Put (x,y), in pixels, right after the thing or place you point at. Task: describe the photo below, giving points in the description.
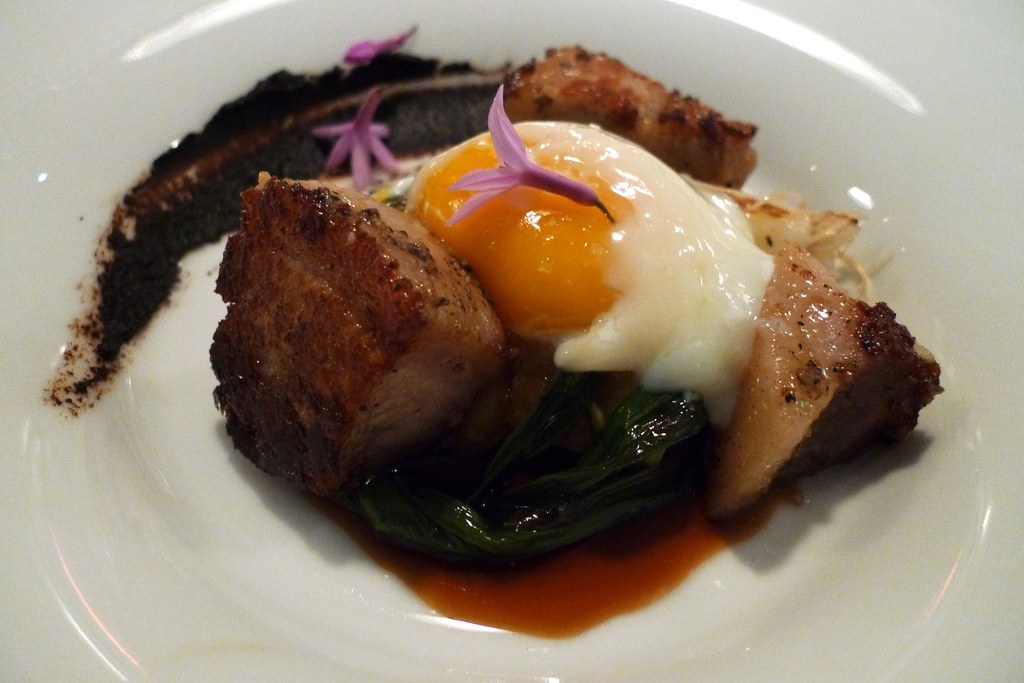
In the picture we can see a white color plate (178,442) on it, we can see some fried meat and on it we can see a boiled egg (616,345) with a yellow yolk (564,296), which is in the kind of liquid (537,215) and some pink color flower garnish (453,185) on top of it.
